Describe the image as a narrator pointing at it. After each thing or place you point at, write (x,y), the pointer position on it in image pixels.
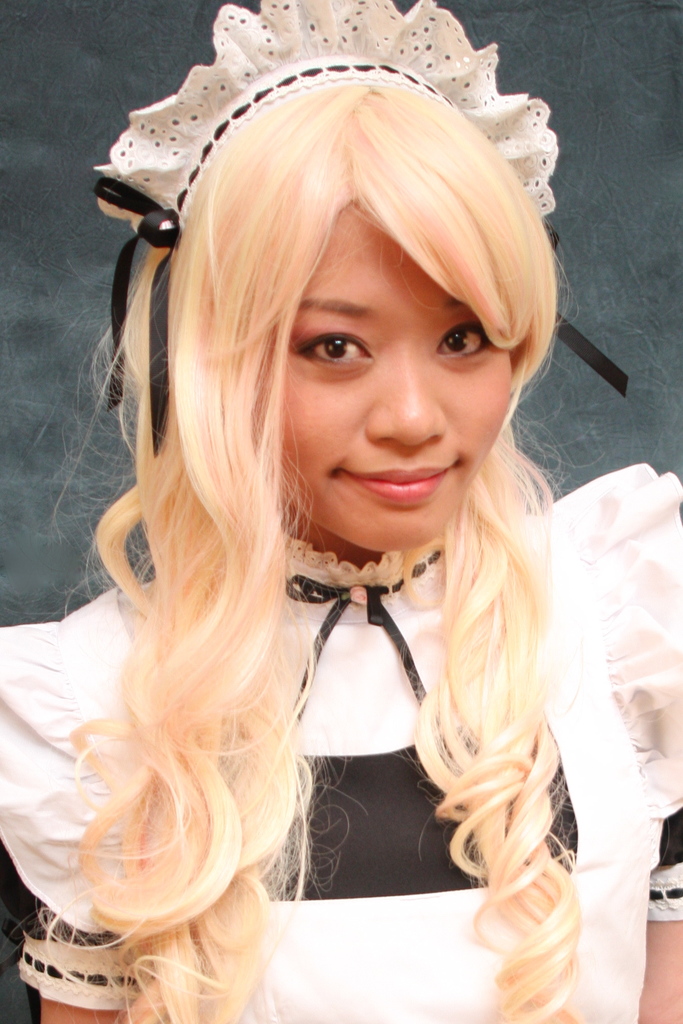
In this image there is a girl (253,810). She is smiling. Behind her there is a wall (84,148).
